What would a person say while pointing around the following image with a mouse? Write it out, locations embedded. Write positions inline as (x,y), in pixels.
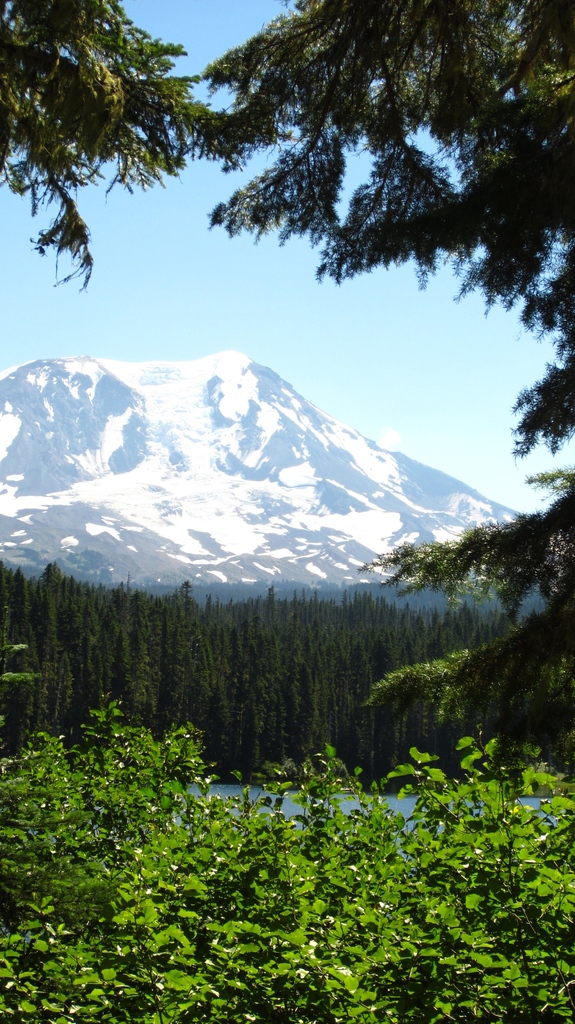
In the center of the image (282,480) there is a hill (372,507). At the bottom (293,839) there are trees (170,652) and plants (365,858). At the top (278,261) there is sky (289,278).
